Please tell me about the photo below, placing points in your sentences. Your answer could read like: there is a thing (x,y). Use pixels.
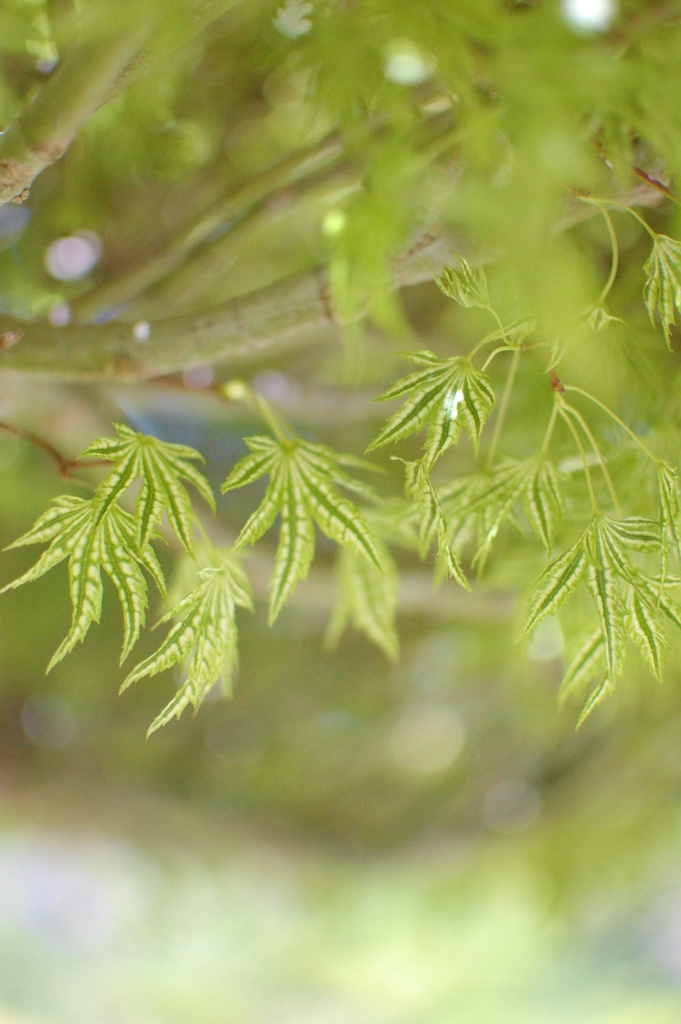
In the picture I can see the branches (86,464) of a tree (643,93) and green leaves (665,319).
